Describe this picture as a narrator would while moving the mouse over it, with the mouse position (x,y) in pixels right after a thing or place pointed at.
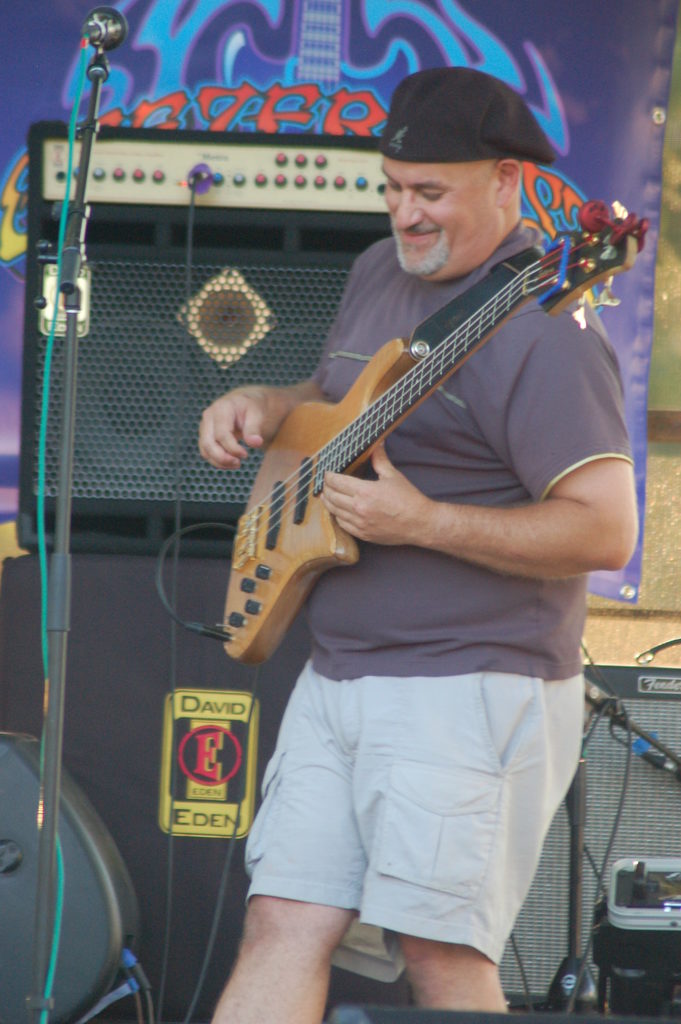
In this image i can see a man (388,314) is playing a guitar (415,364) in front of a microphone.
